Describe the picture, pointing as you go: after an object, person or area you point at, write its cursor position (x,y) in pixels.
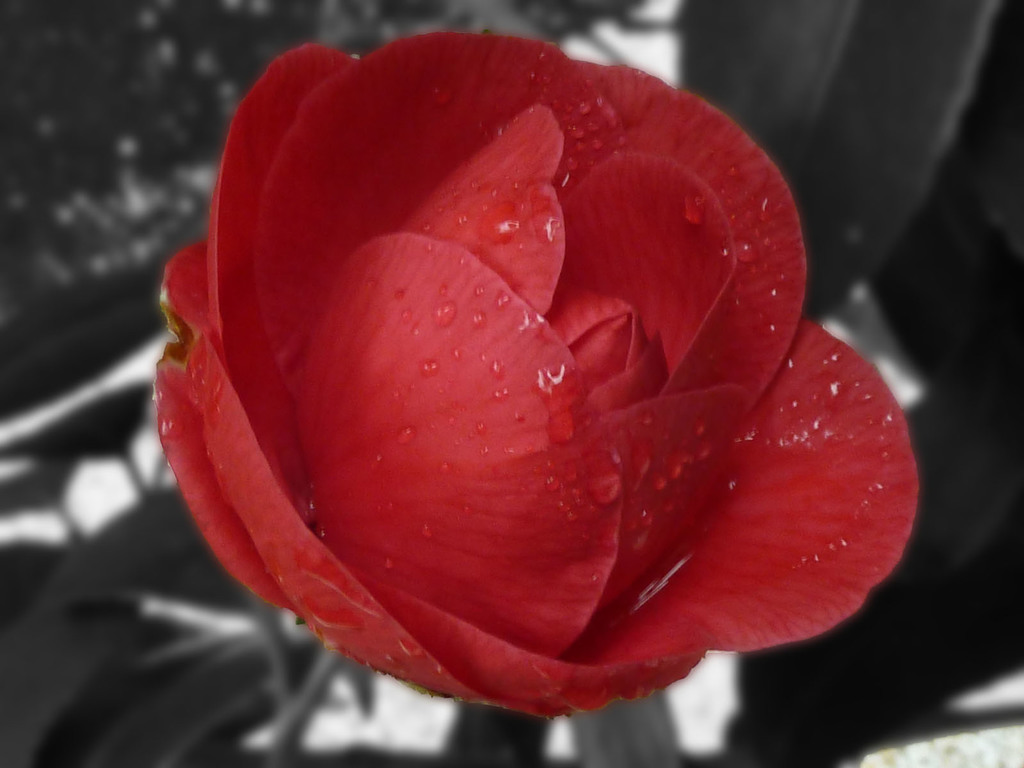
In this picture I can see a flower (537,294) and few water droplets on it and looks like few plants (58,160) in the back (155,74).
